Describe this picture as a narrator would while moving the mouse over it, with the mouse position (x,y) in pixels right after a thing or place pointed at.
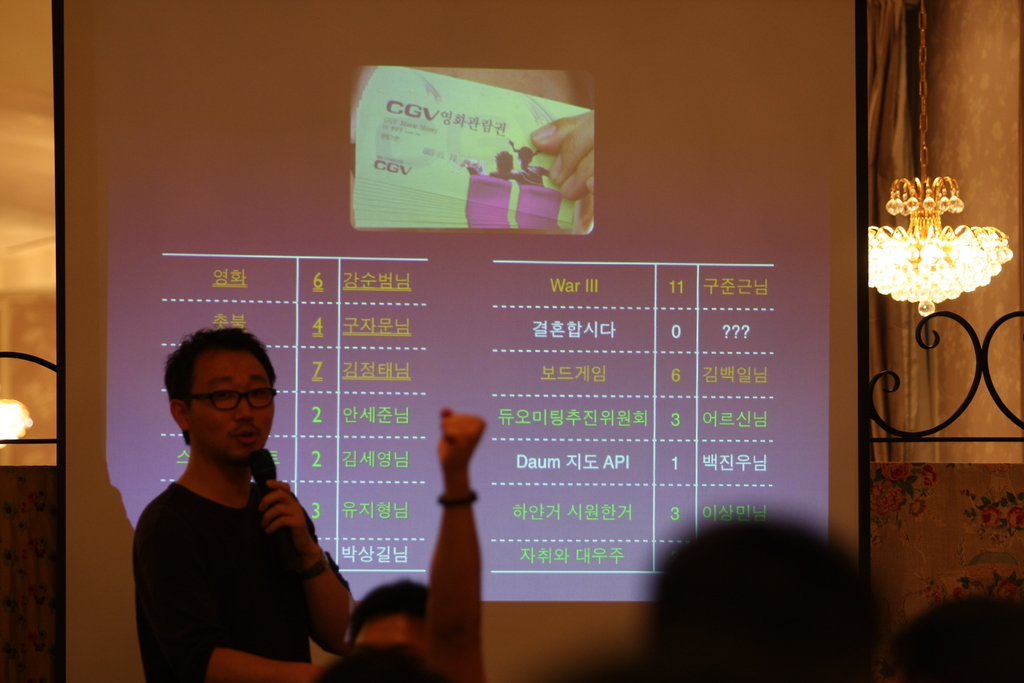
In this image on the left side (251,593) a man (248,538) is standing and speaking into microphone (280,514). In the middle (360,433) it is a projector screen (520,322), at the bottom (699,529) there are people (713,629) on the right side (957,201) there is the light (927,285).
